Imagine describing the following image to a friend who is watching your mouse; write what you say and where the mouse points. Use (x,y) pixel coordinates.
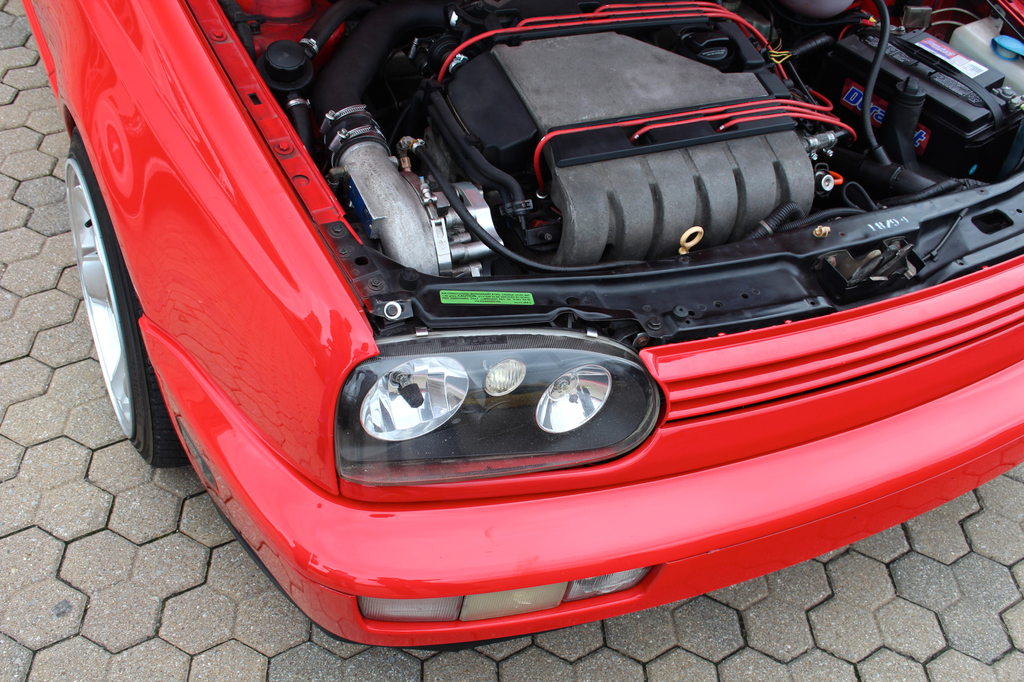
In this image I see the red color car (258,267) and I see the engine (586,121) over here and I see the wires (820,99) and I see that this car (268,256) is on the path (926,636).
